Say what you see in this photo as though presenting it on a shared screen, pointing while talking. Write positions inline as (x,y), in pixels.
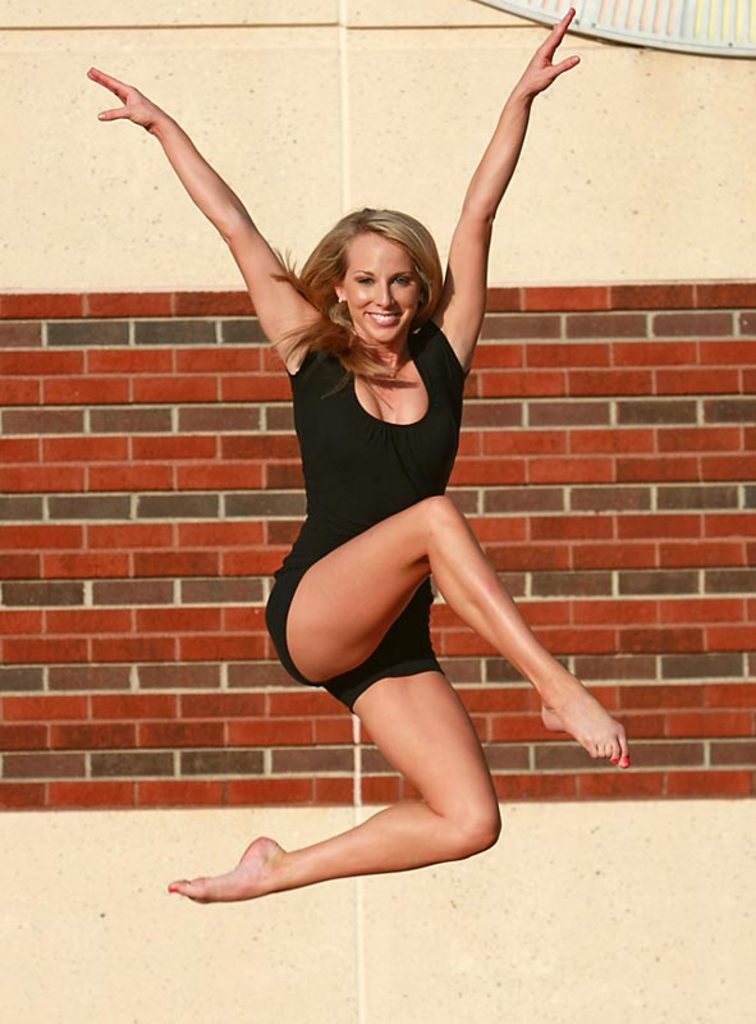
In this image I can see a woman (402,276) wearing a black color dress (346,375) and she is smiling and back side I can see the wall (676,382) and red color bricks (646,433) visible.
